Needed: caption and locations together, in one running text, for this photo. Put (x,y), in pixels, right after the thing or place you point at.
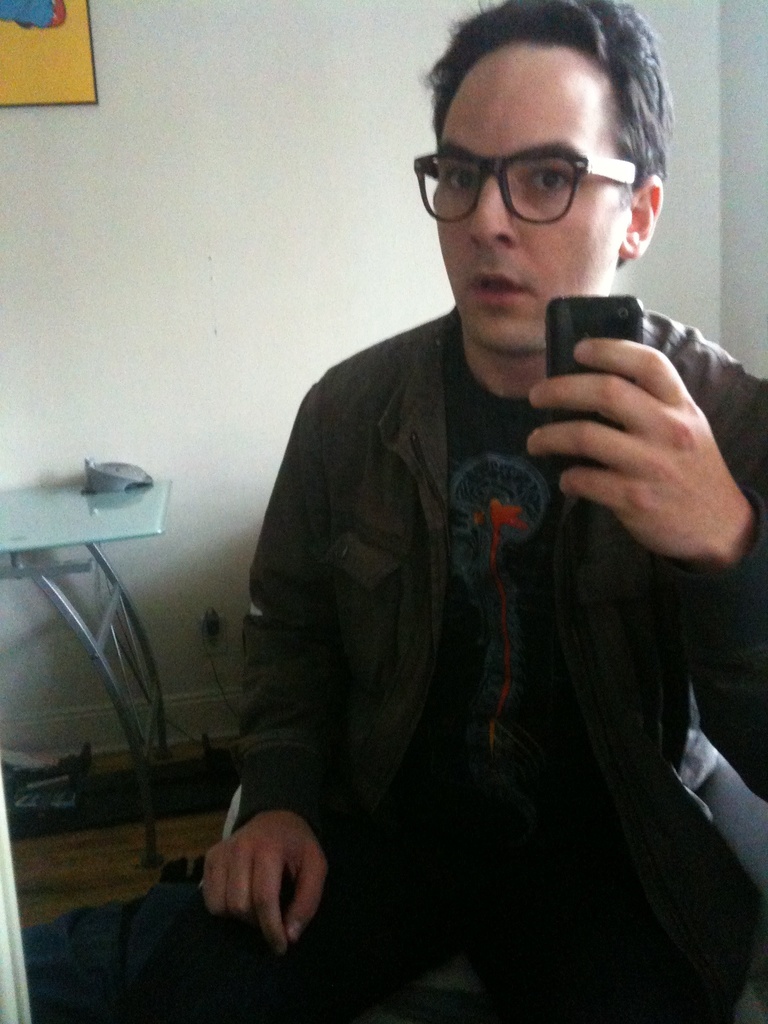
This image consists of a man (452,643) holding a mobile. In the background (129,251), there is a wall (126,366). On which there is a frame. On the left (72,617), we can see a table (67,608).
